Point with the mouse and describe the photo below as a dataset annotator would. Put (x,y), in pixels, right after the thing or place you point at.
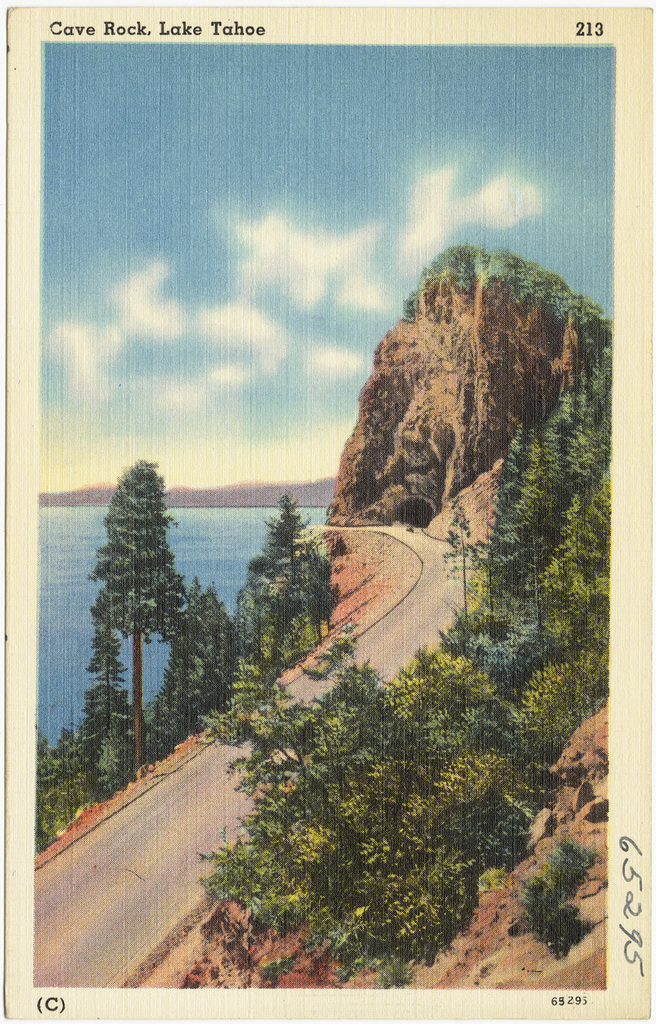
In this image there is one photo (194,682), in that photo (356,833) we could see some trees (503,663) mountains (472,476) lake (125,664) and a road (140,937).
